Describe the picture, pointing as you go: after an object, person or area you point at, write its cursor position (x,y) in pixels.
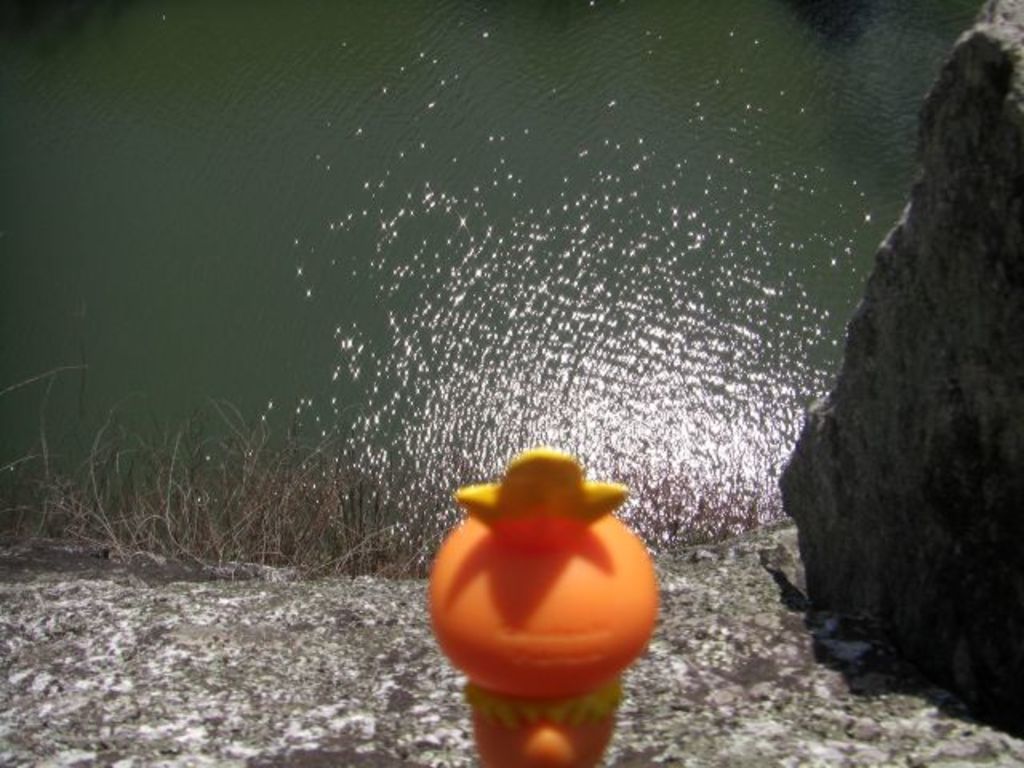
At the bottom of the picture (605,636), we see a thing (566,613) in orange and yellow color. On the right side (854,398), we see a rock (984,551). In the middle of the picture (434,442), we see dry plants (242,494) and water (446,312). This water (553,141) might be in the pond (505,200).
